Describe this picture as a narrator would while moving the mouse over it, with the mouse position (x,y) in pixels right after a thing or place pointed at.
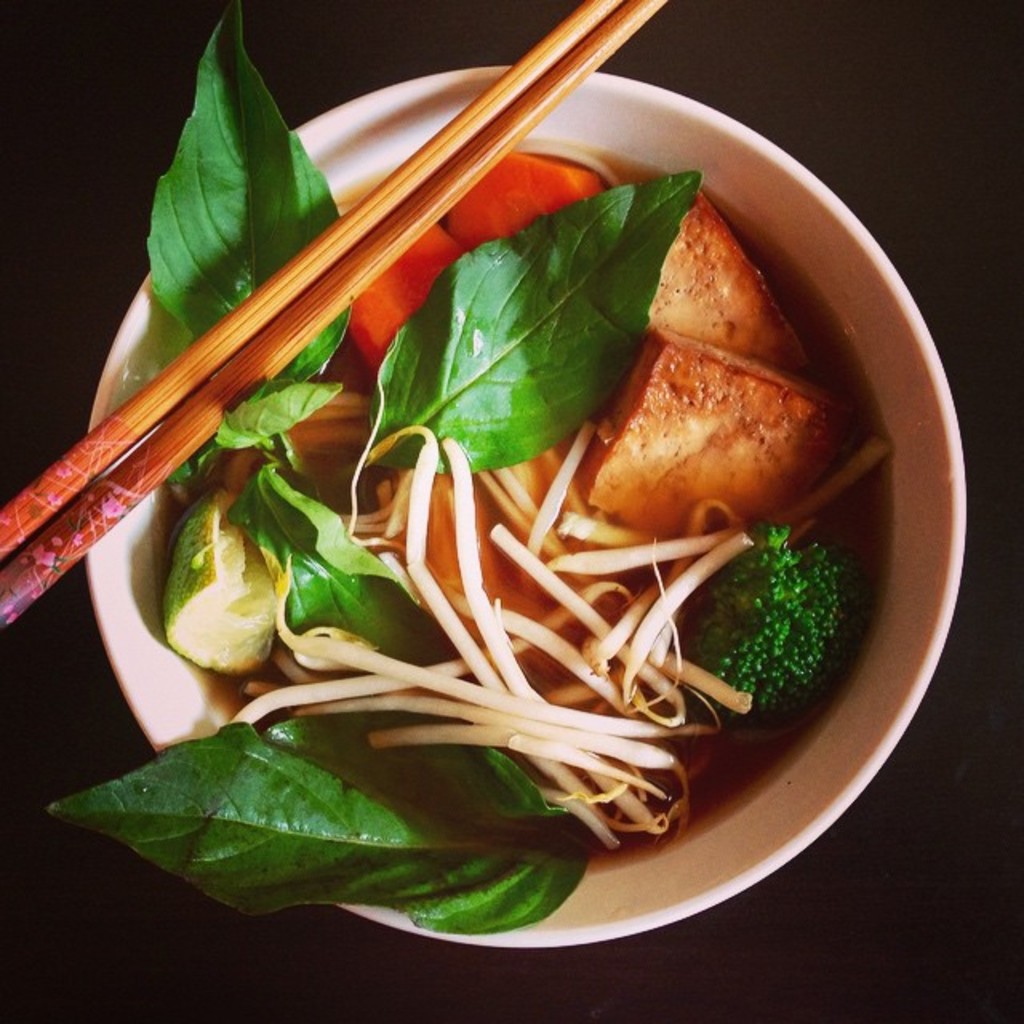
In the picture we can find bowl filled with leaves (519,395), tofu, carrots (525,216) and soup (338,375) and top of the bowl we can find chopsticks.
